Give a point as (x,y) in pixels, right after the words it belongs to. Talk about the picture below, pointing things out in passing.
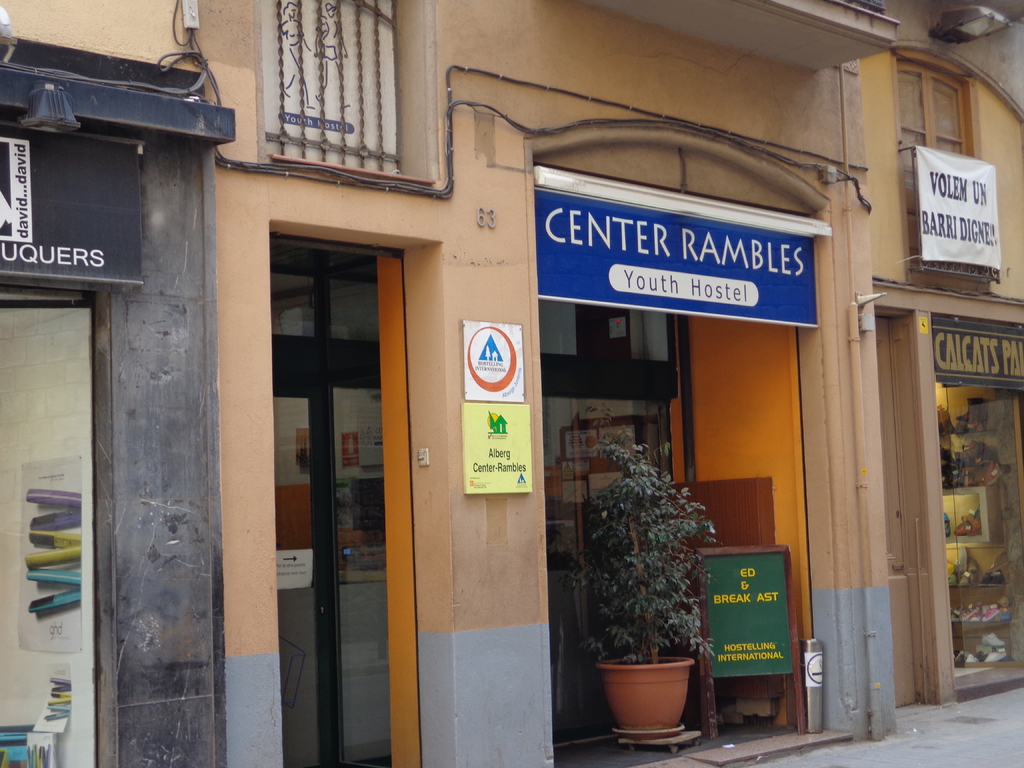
Here we can see a building (542,98) and there is a name board (557,227) on it and we can see small boards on the wall (574,24), hoardings (110,212), pipes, cables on the wall (700,59), house plant (644,609) in a pot (652,684), posters (356,67) on the wall (522,7), glass doors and through the glass door (556,535) we can see objects (627,430).
